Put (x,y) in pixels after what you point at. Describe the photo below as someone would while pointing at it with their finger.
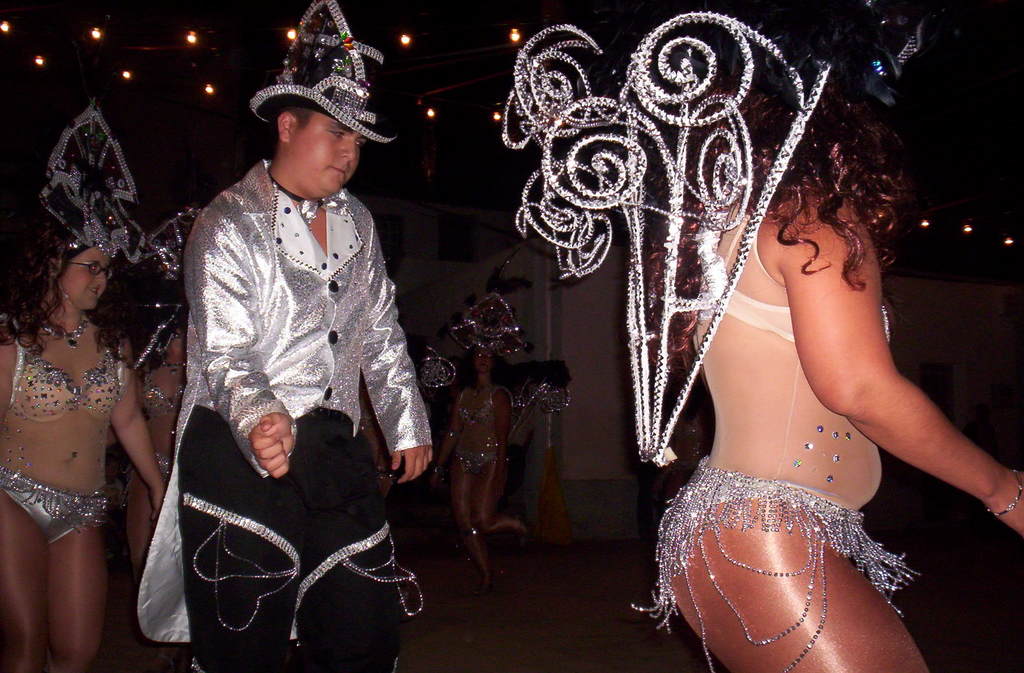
On the left side (295,121), there is a person (295,121) in silver color shirt (256,364), wearing a cap (284,89). Behind him, there are women (170,227). On the right side (863,606), there is a woman (871,601) in a dress (737,491). In the background (968,228), there are lights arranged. And the background (996,229) is dark in color.
